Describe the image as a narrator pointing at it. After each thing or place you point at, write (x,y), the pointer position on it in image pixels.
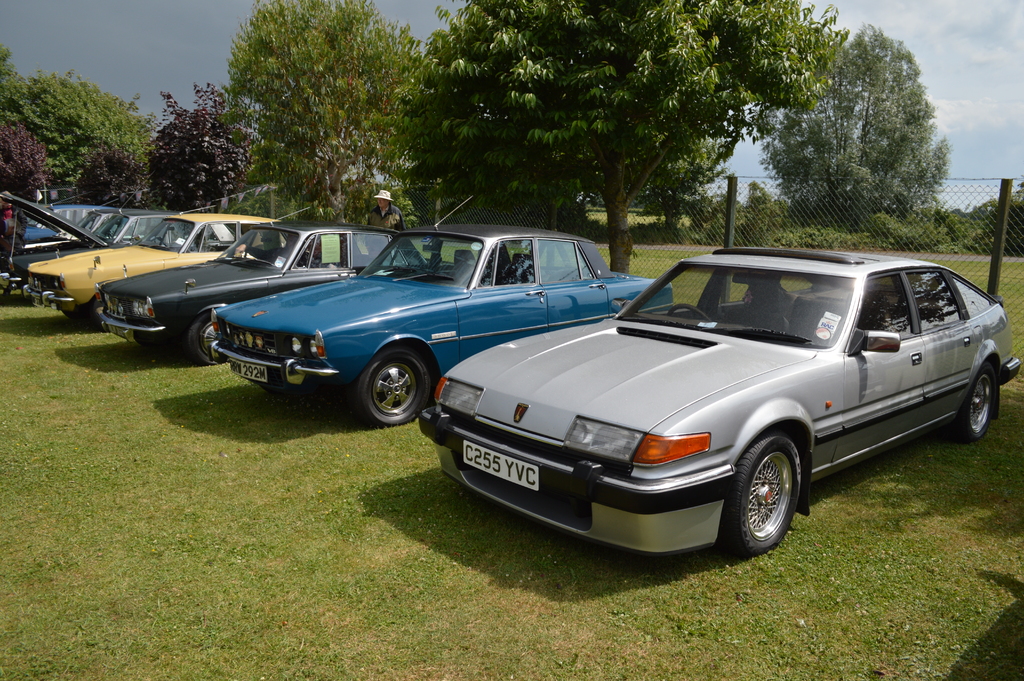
In this image in front (306,259) there are cars (262,314). Behind them there is a metal fence (856,226). At the bottom of the image (234,559) there is grass (261,568) on the surface (287,554). In the background (245,158) there are trees (659,95) and sky (974,41).
